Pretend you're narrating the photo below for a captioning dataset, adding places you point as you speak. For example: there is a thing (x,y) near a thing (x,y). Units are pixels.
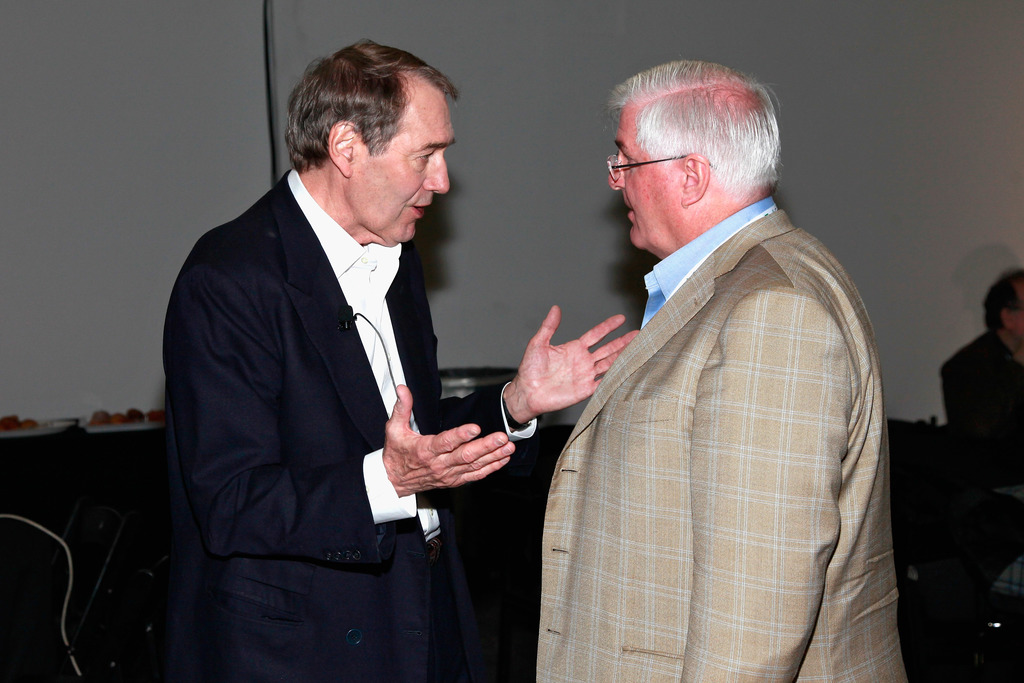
In this image in the center (671,446) there are two persons (486,428) who are talking with each other, in the background (969,395) there is another person (975,372) and there are some tables (102,434) and chairs (104,537) and a wall (554,115).
